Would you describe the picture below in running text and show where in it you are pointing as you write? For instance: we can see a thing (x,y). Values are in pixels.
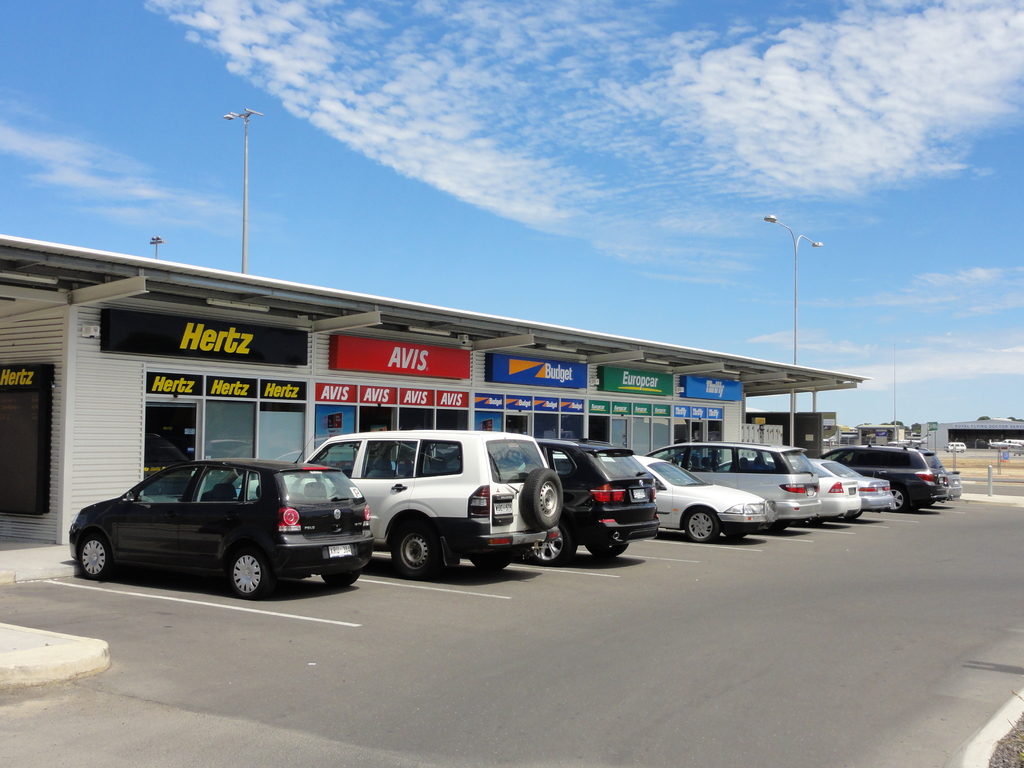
Here we can see vehicles (897,451) parked on the road (738,550) at the stores (284,405) and we can see hoardings (289,382) on the wall (120,388) and there are glass doors (370,424). In the background (587,216) there are light poles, buildings (822,433), vehicles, grass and clouds (413,53) in the sky (959,407).
